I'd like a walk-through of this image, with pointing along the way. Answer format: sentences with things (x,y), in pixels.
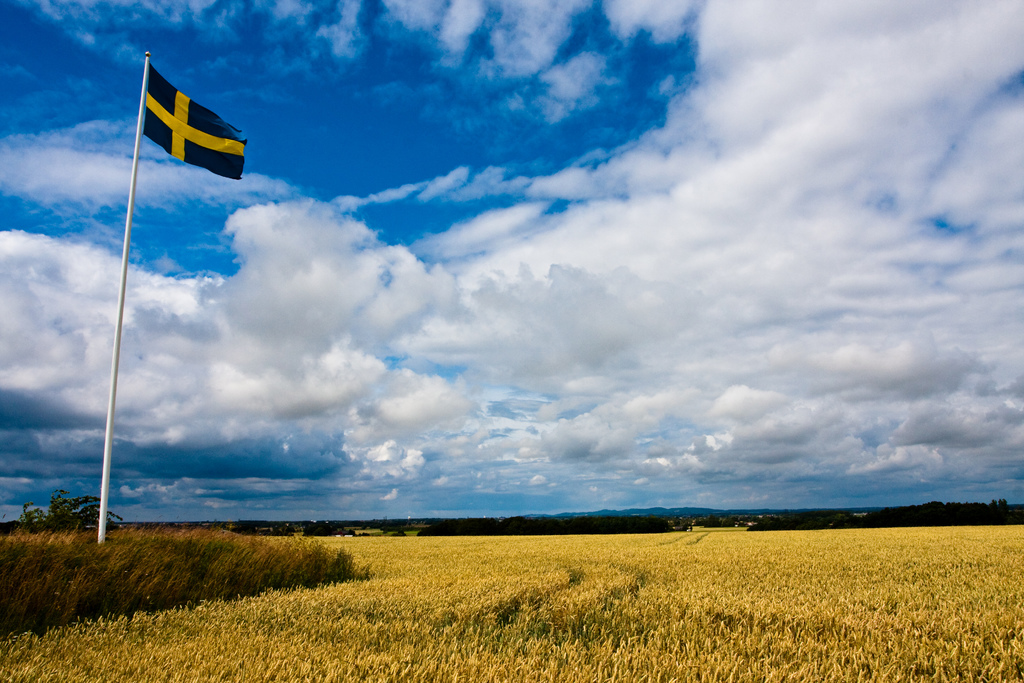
In the picture we can see the surface (409,543) with full of grass plants (199,543) and in it we can see a pole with a flag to it and far away we can see some trees (903,518), hills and in the background (793,491) we can see the sky (793,491) with clouds (793,491).
